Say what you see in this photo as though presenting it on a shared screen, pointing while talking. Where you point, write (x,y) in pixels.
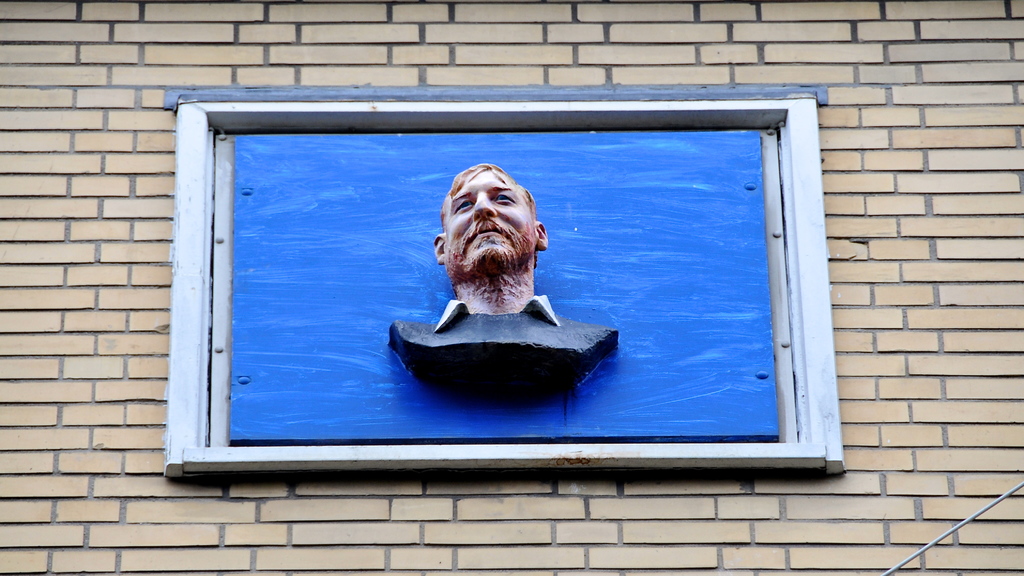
In the image there is a man sculpture (479,293) on a window (187,114) over the wall (883,261).
